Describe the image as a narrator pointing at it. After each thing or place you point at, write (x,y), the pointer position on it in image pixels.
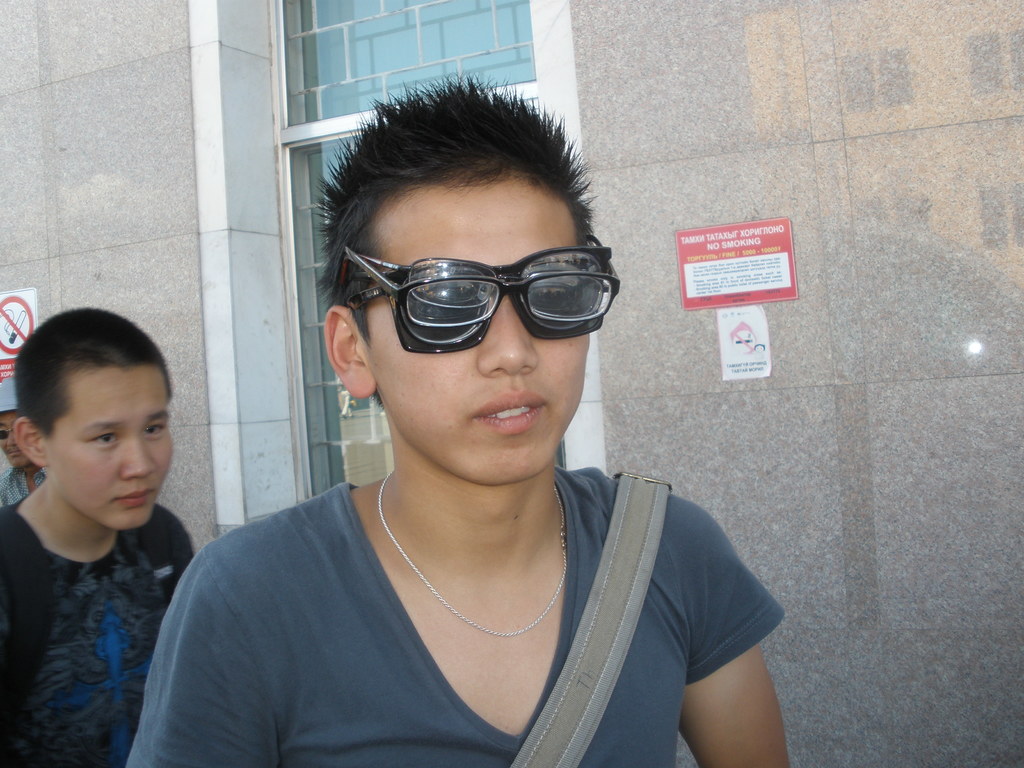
In the center of the image (401,492) we can see one person (679,714) is standing and he is wearing glasses (605,311). And we can see he is wearing an ash color t shirt (567,594). In the background (906,127) there is a wall (802,267), window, banners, two persons (51,508) are standing and a few other objects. Among them, we can see one person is wearing glasses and a cap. On the banners (794,294), we can see some text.
